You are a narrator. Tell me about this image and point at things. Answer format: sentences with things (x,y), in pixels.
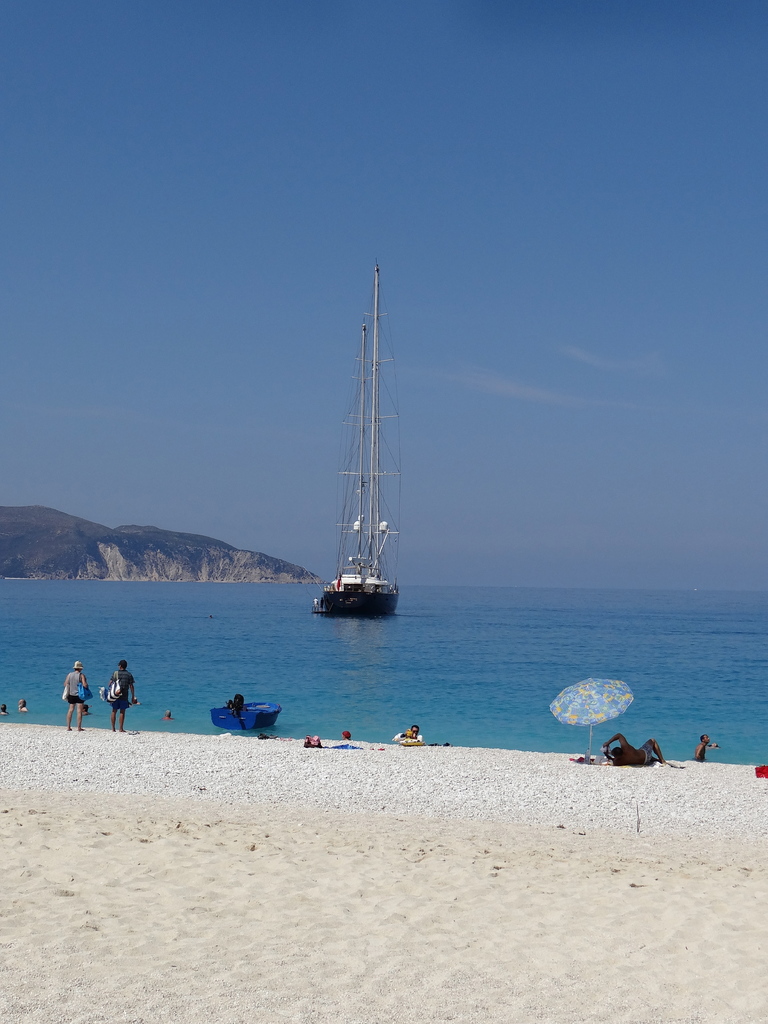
In this image we can see people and two of them are standing. Here we can see sand (447,949), water (638,724), ship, boat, umbrella (586,711), and mountain (227,545). In the background (398,296) there is sky (706,433) with clouds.
